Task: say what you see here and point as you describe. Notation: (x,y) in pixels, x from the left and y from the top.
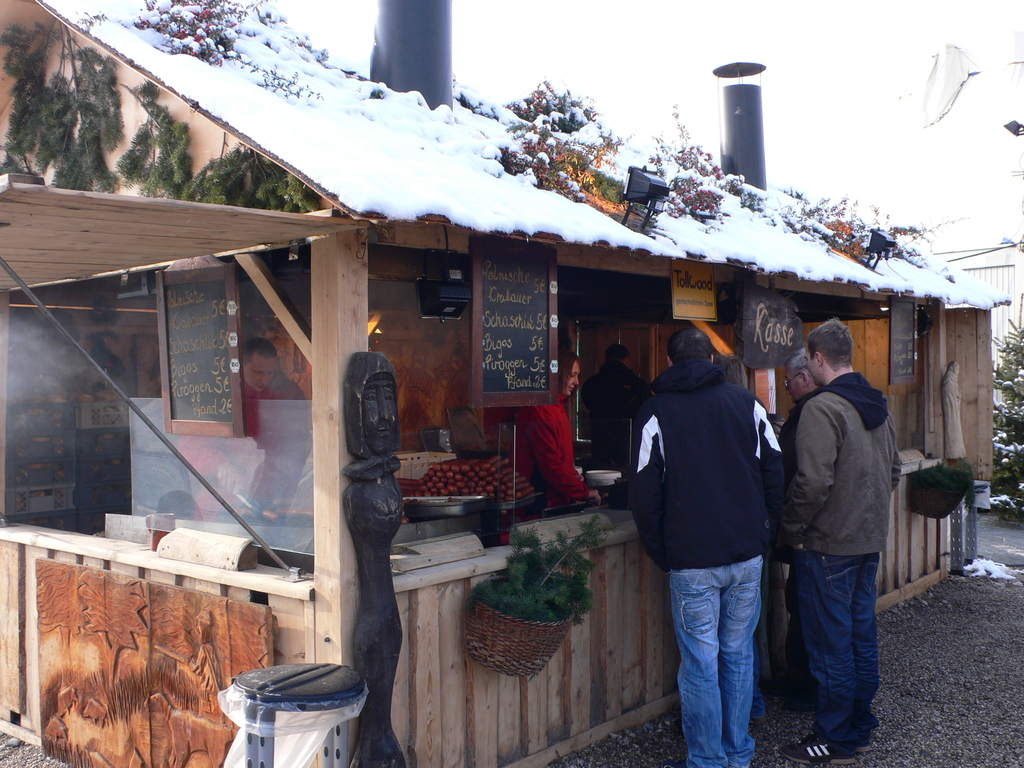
In the picture we can see a wooden house (577,636) with a shop (419,625) and to the shop (591,639) we can see a menu board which is black in color and something written on it and a woman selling something to the buyers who are outside the shop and on the roof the shop (479,697) we can see a snow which is covered fully.
